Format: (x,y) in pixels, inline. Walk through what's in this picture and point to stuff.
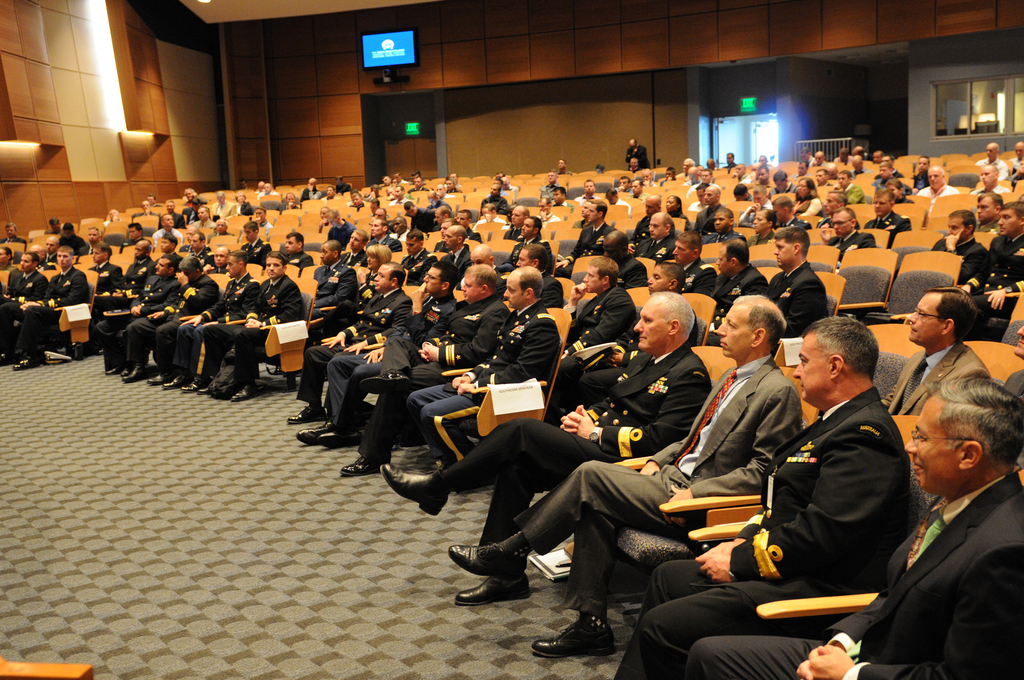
In this image i can see a number of people (210,298) sitting in chairs (638,294). In the background (544,133) i can see a person (629,147) standing, a wall (540,130), television screen (395,60) and a glass window (957,111).
